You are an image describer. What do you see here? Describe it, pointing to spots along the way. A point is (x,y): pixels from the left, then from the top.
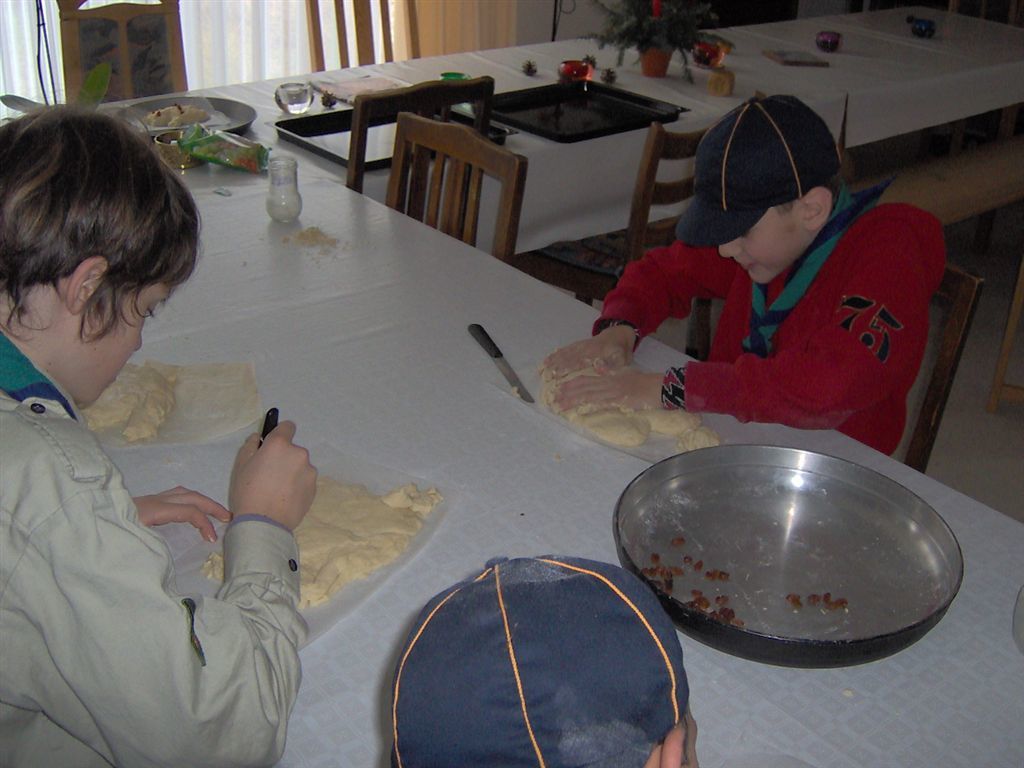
These two persons (746,359) are sitting on chairs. In-between of them there is a table (209,353), on this table (477,529) there is a plate (742,523), dough (624,406), knife (489,343), jar (277,177), food packet (247,156), tray (599,97), plant (651,16) and food (192,118). This kid (812,240) wore cap (742,180).
